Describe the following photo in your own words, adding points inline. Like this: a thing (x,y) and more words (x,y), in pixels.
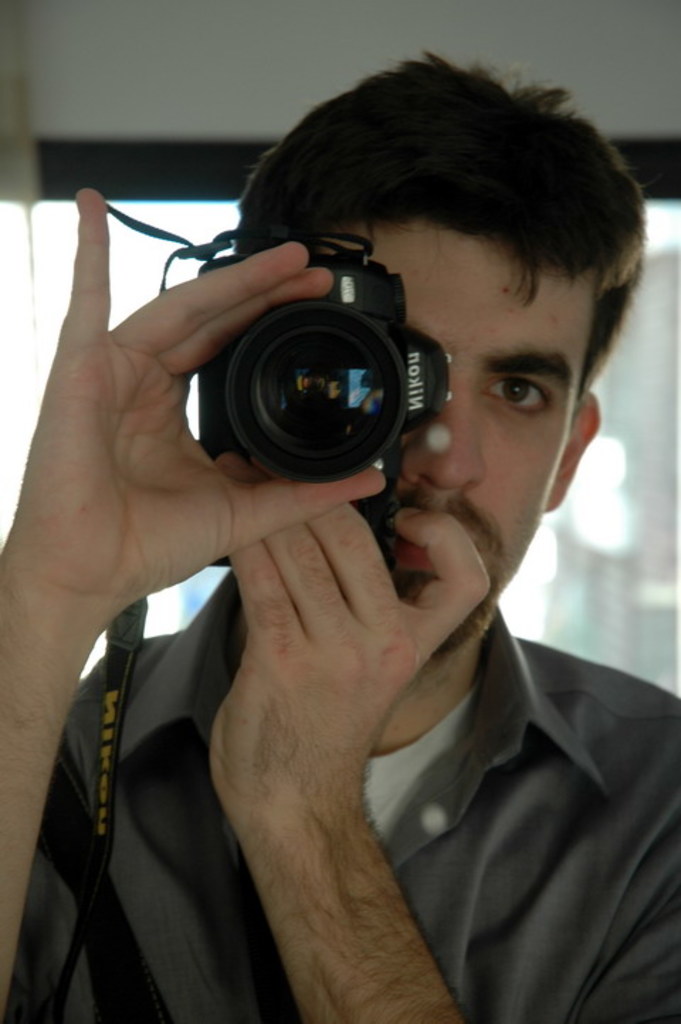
In this image we can see one man (487,788) holding a camera (332,462) and taking a photo. One wall (595,46) in the background (118,107) at the top of the image (125,114), some objects (37,247) in the background (37,247) and the background is blurred.
